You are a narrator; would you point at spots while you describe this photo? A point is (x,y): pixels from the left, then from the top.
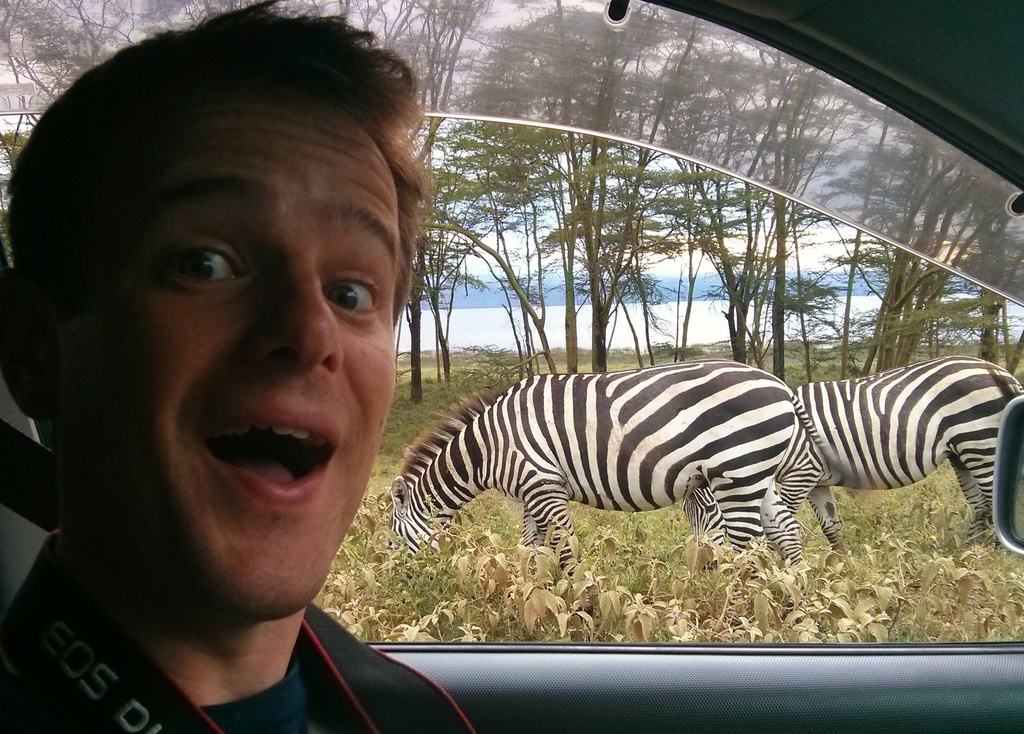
In the image there is a person (282,682) sitting inside a car (642,697) and behind there are two zebras (636,484) grazing grass (397,562) with trees (567,337) in the background (588,183) followed by a lake (711,331).
